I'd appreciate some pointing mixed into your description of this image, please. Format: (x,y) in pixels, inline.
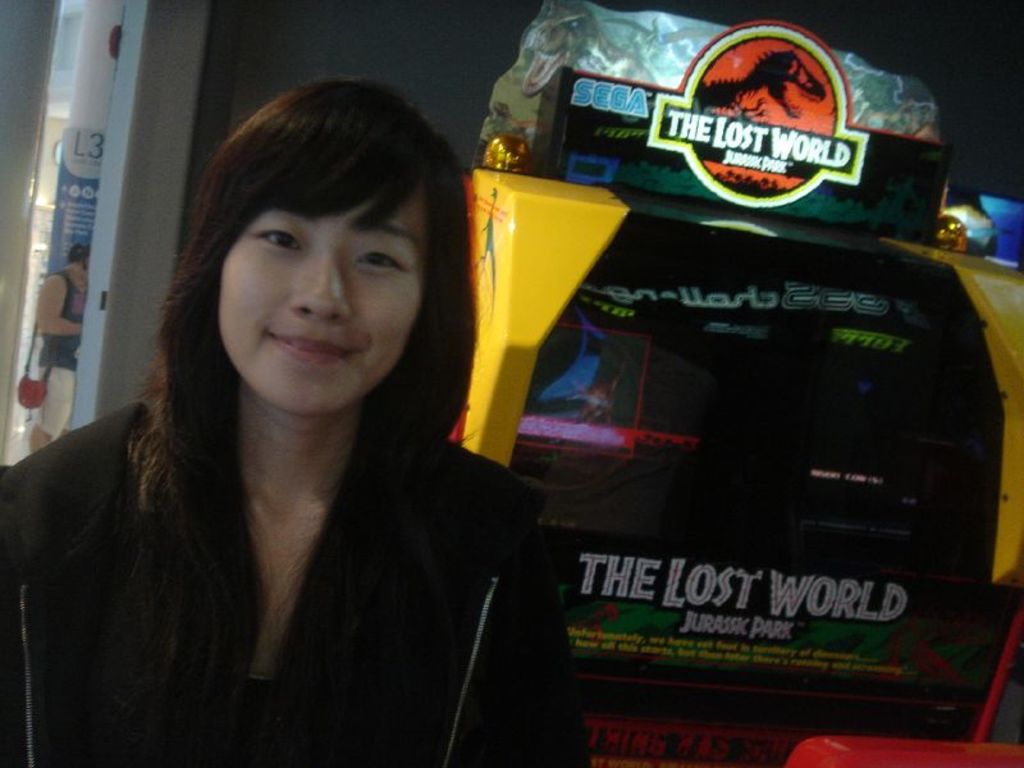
In this picture I can observe a woman (285,566) on the left side (219,585). She is wearing black color dress (389,650) and she is smiling. On the right side (729,226) I can observe a video game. In the background (346,33) there is a wall (276,57).
